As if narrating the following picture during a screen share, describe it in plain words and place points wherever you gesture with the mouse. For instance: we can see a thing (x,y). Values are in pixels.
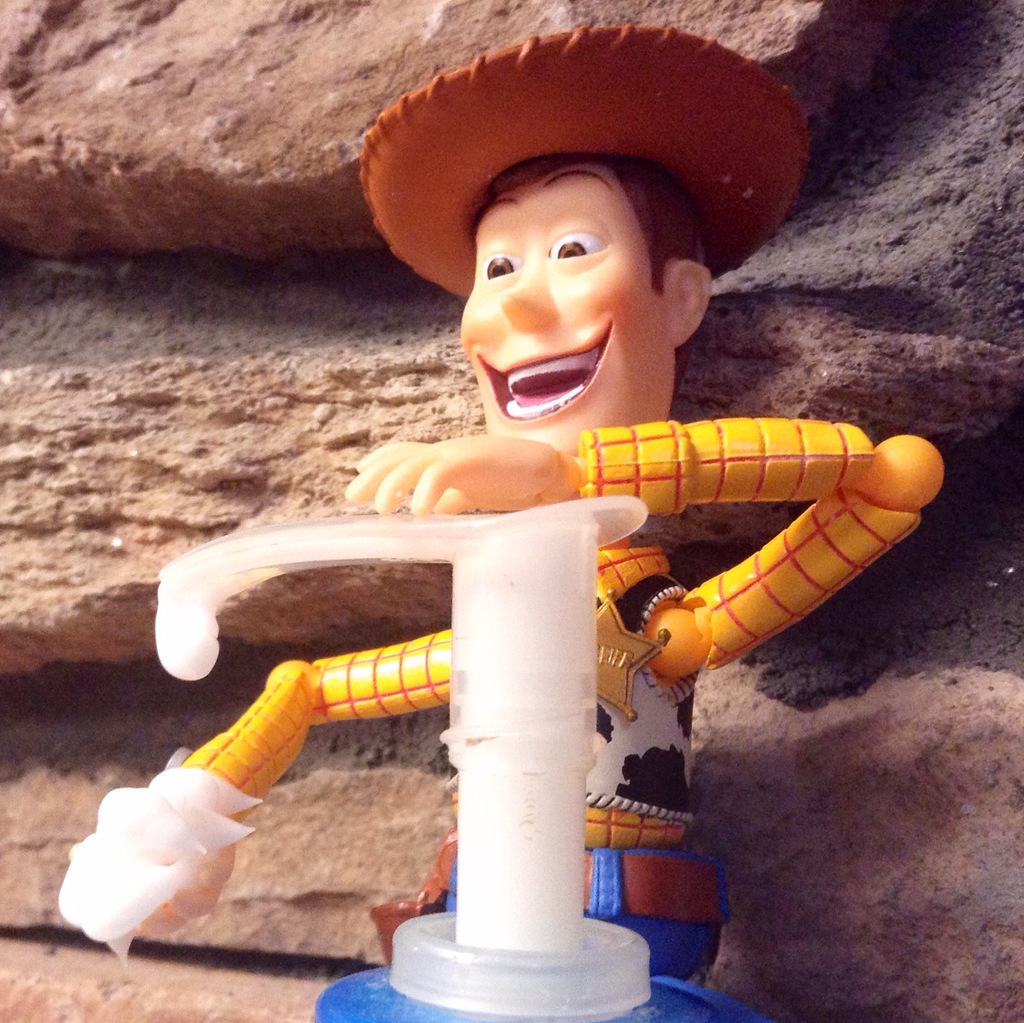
In this image in the center (377,666) there is a toy (464,244), and in the background (256,86) there are rocks (214,440).
